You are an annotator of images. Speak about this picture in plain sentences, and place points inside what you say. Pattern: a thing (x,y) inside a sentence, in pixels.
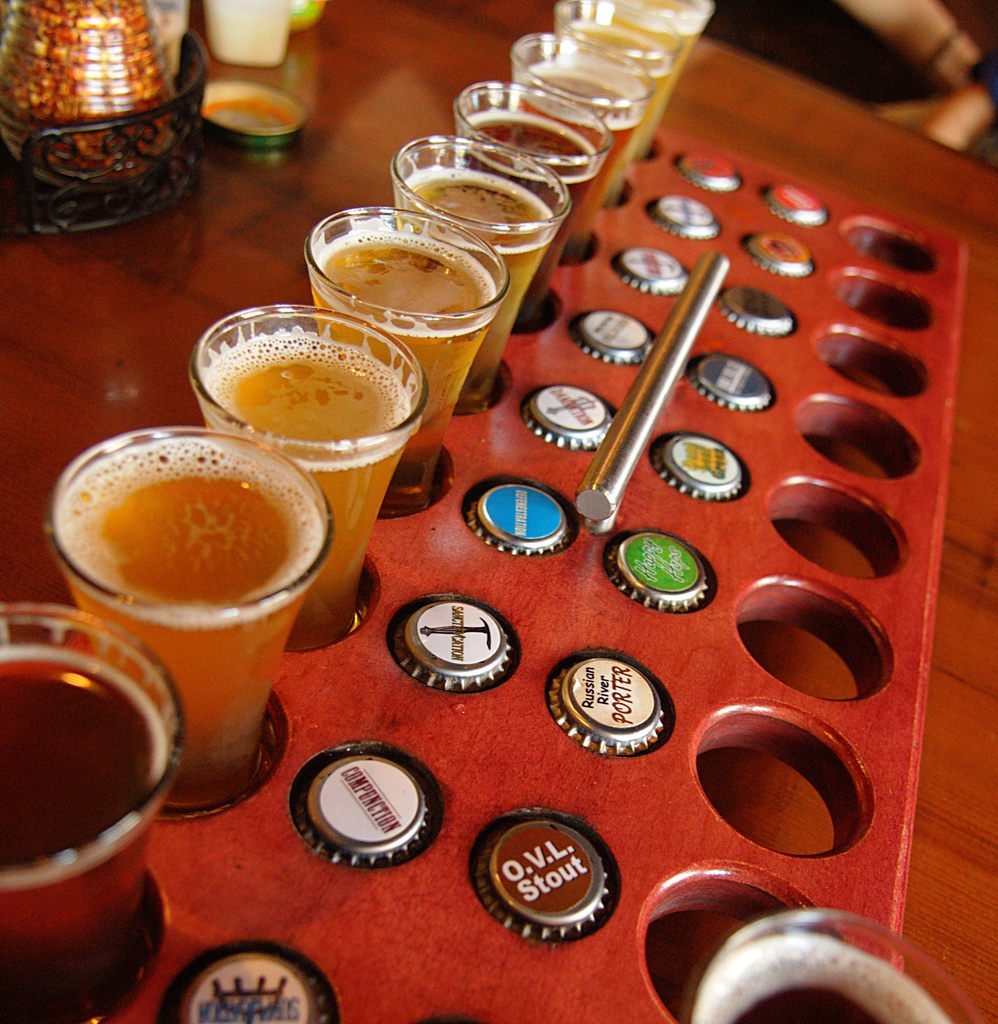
In this image I can see few glasses (461,354) and bottle caps (679,564) in the tray (766,551). I can see few objects (107,18) and tray (898,770) on the table (962,758).
